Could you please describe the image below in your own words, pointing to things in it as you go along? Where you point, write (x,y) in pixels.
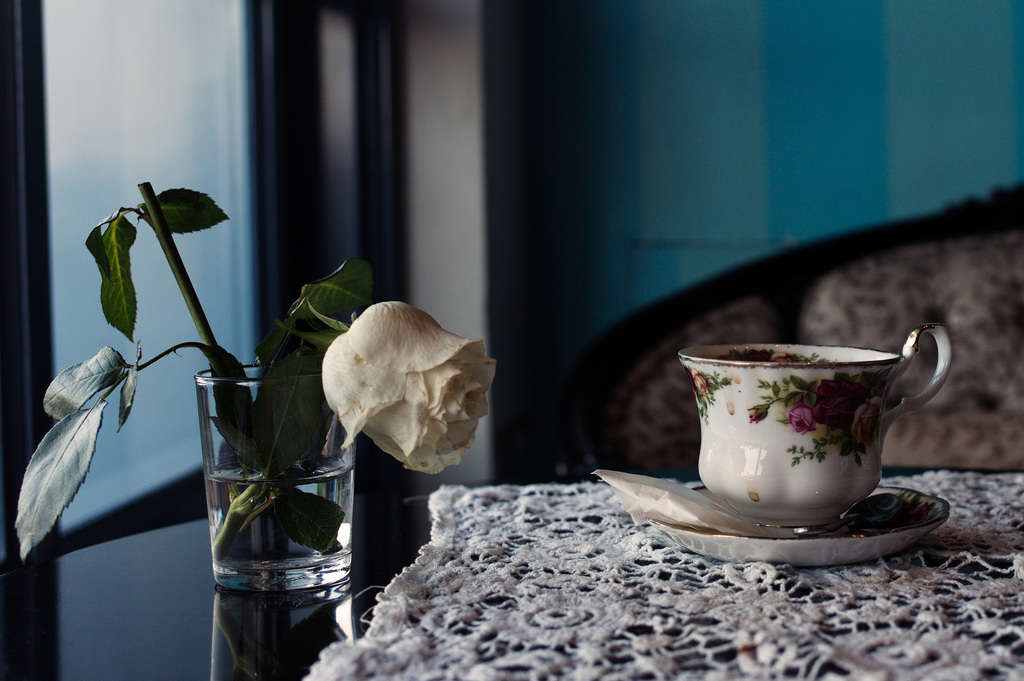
A glass (268,410) of water (316,491) with flower (302,384). On this table (220,601) there is a cloth (514,577), saucer (803,555) and cup (832,482). In-front of this table (680,566) there is a couch (932,315). Beside this table (111,618) there is a window (204,105).
